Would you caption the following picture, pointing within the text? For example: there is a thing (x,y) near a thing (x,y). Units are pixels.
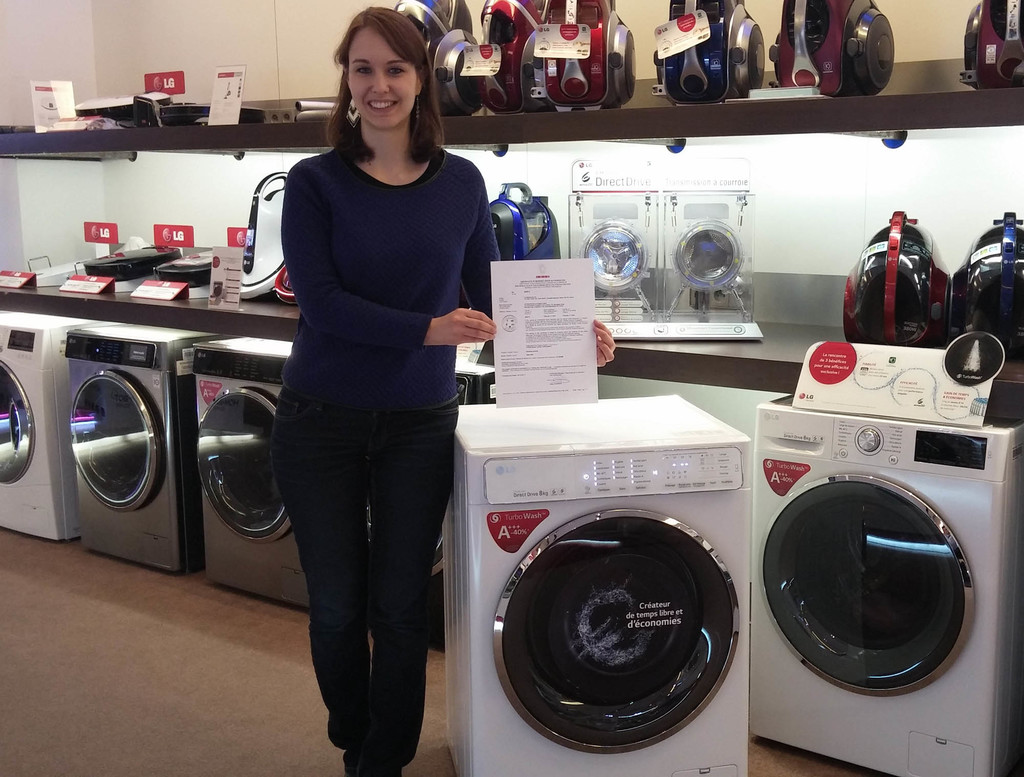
In this picture we can see the inside view of the shop (978,215). In the front (450,364) we can see the woman (347,464), standing in the front (342,483), smiling and giving a pose to the camera. Beside we can see white washing machines (673,639). Behind there are some products (687,49) in the rack (200,310).
